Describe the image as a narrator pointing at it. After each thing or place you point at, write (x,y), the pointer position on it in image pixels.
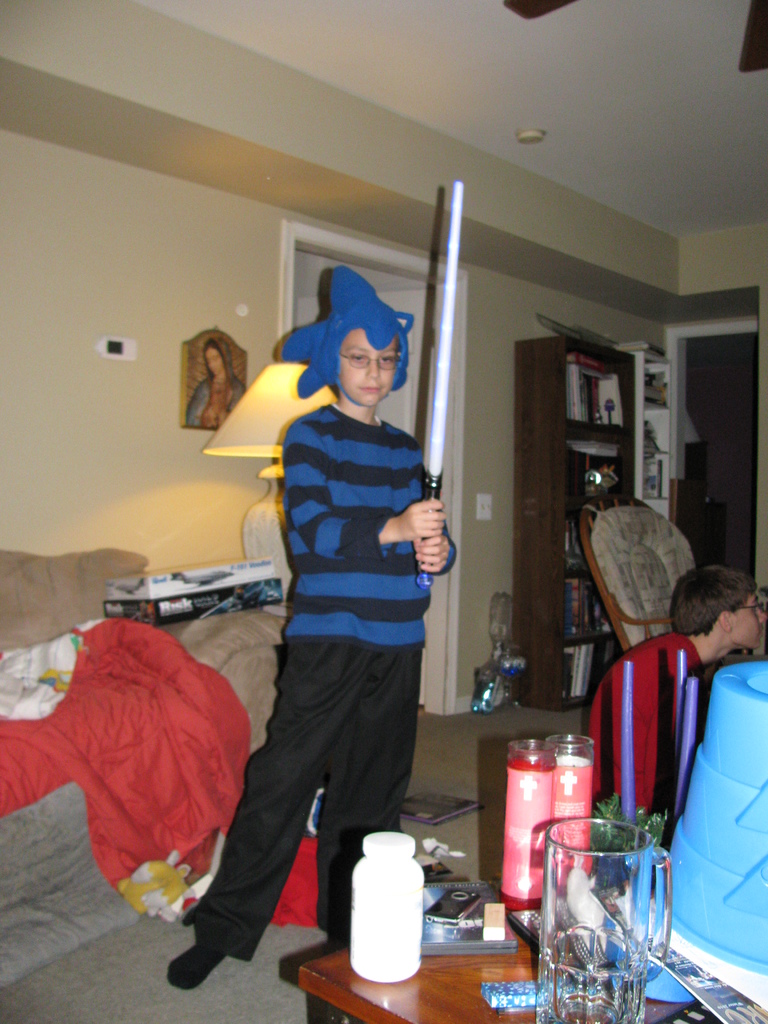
In this image i can see a boy (363,402) standing and holding a weapon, he is wearing blue t-shirt (374,459) and black pant (343,684) at left (169,671) there are some clothes (95,671), at right (680,645) i can see a man (727,632) sitting on floor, in front of a boy (407,520) there are few glasses (546,820), bottles (391,930), paper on a table (477,972), at the back ground (221,389) i can see a frame (210,389) attached to a wall (179,395), at right (564,447) there is a cup board (555,530) and few books (596,381) in the cup board (565,569), at the top (543,133) there is a light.
